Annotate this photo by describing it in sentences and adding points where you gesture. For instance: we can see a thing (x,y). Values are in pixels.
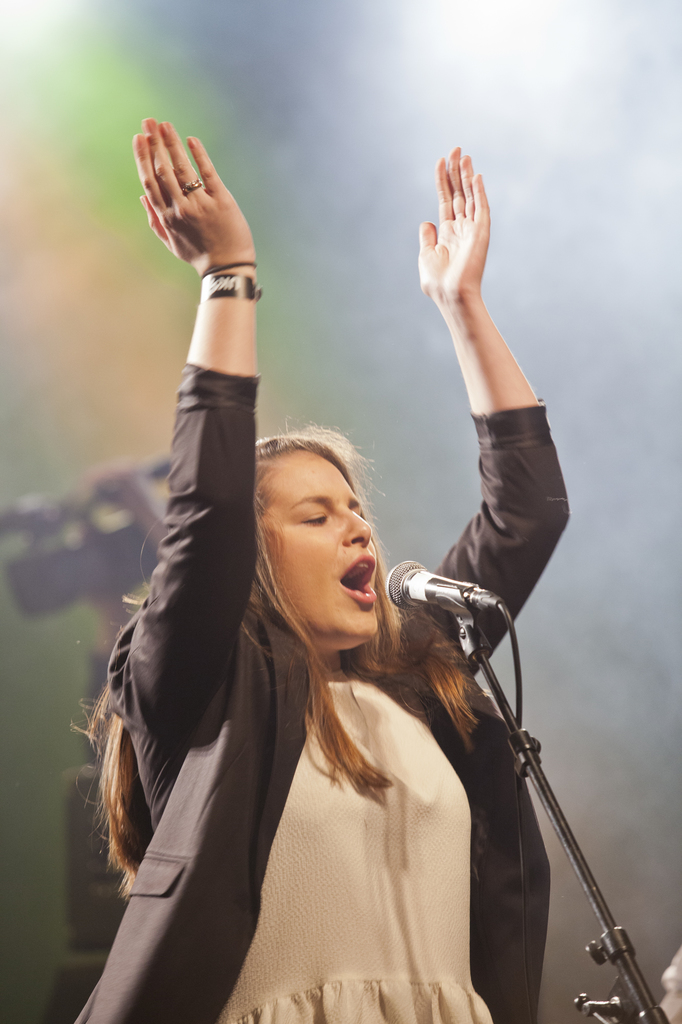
In this image we can see one woman (297,520) standing near the microphone (415,589) and singing. There is one microphone (409,583) with stand (602,952), one white object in the bottom right side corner of the image, one black object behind the woman (187,600), one person's hand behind the woman (184,592), some smoke (477,87) in the background (349,161) and the background (13,840) is blurred.
